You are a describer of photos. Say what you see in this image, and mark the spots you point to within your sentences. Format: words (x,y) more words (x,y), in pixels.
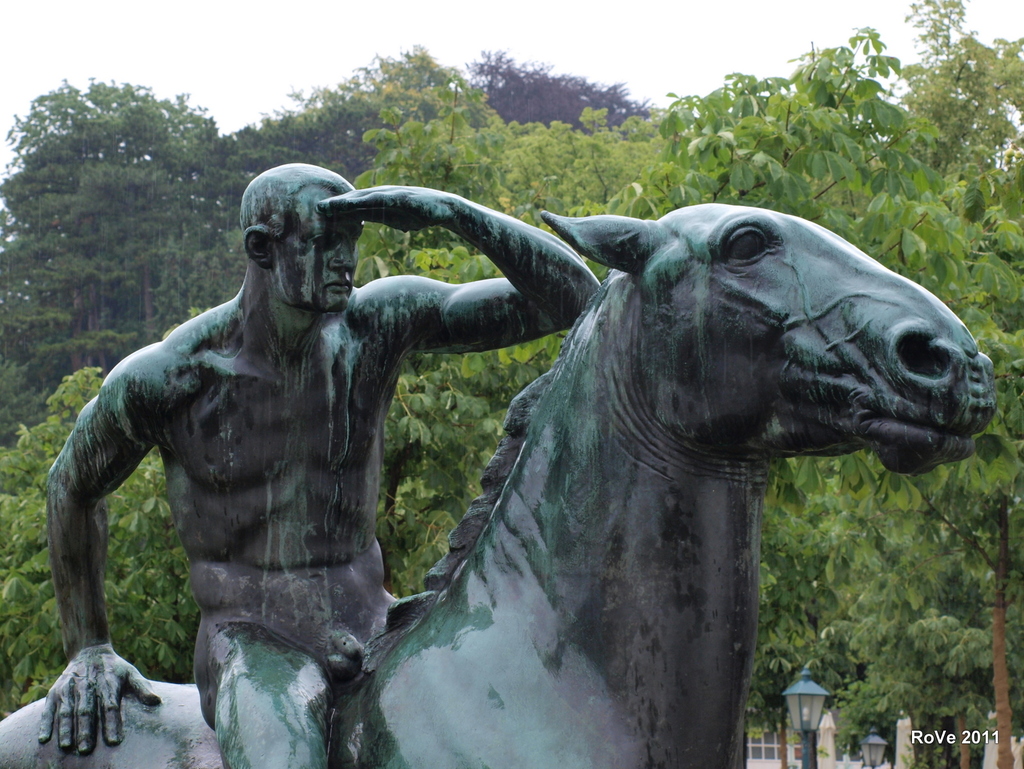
This picture is of outside. In the center (348,459) we can see a sculpture (668,413) of a man (322,346) and a horse (690,383). In the background (618,5) we can see the sky (451,56), trees (608,106), street lamps (805,702).
